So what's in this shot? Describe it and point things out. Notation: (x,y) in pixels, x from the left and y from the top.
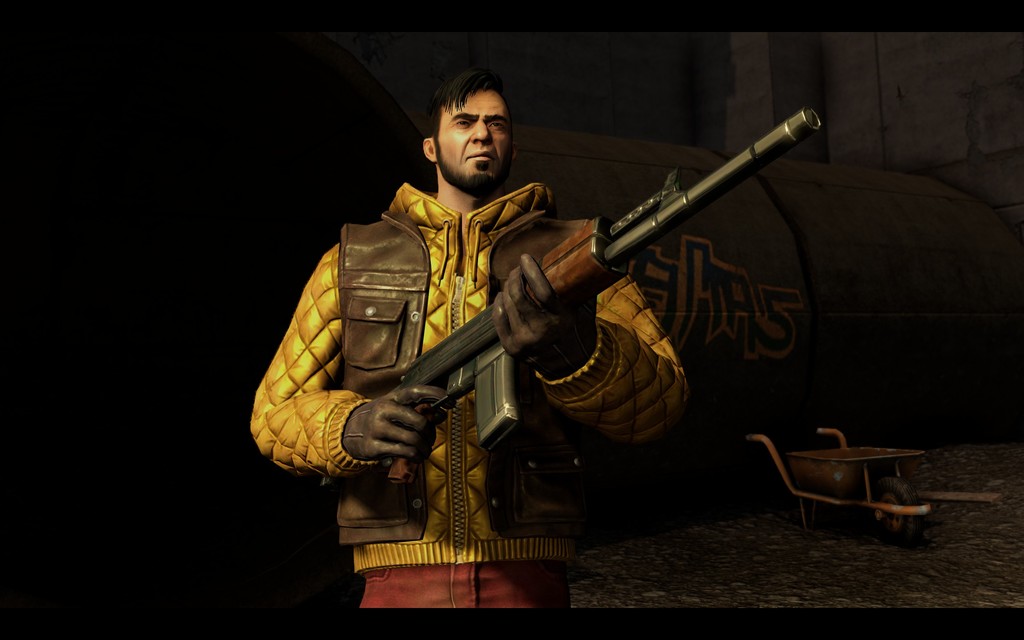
This is a graphical picture and in this picture we can see a man (265,390) holding a rifle (710,177) with his hands (559,361), cart (875,452) on the ground (652,567), some objects (821,292) and in the background (785,235) it is dark.
